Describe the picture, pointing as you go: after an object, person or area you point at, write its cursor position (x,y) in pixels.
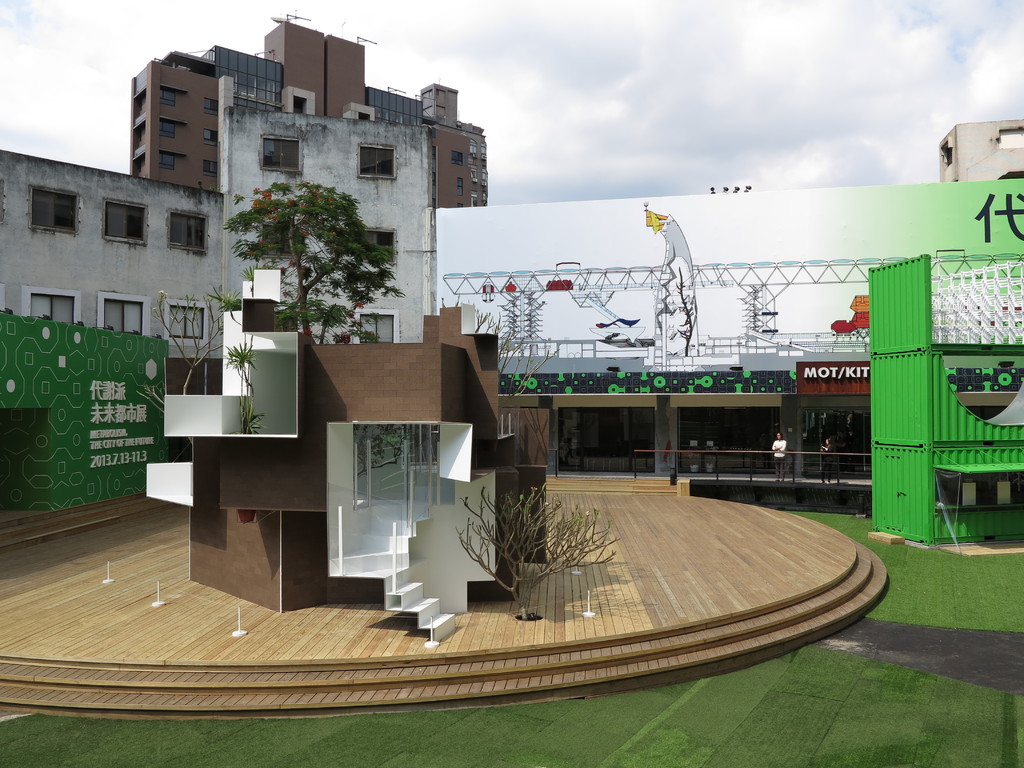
In this image we can see the buildings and a house (489,591), there are some persons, trees (349,334), windows (115,226), staircase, and lighting truss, in the background (568,79), we can see the sky (817,24) with clouds (817,24).
